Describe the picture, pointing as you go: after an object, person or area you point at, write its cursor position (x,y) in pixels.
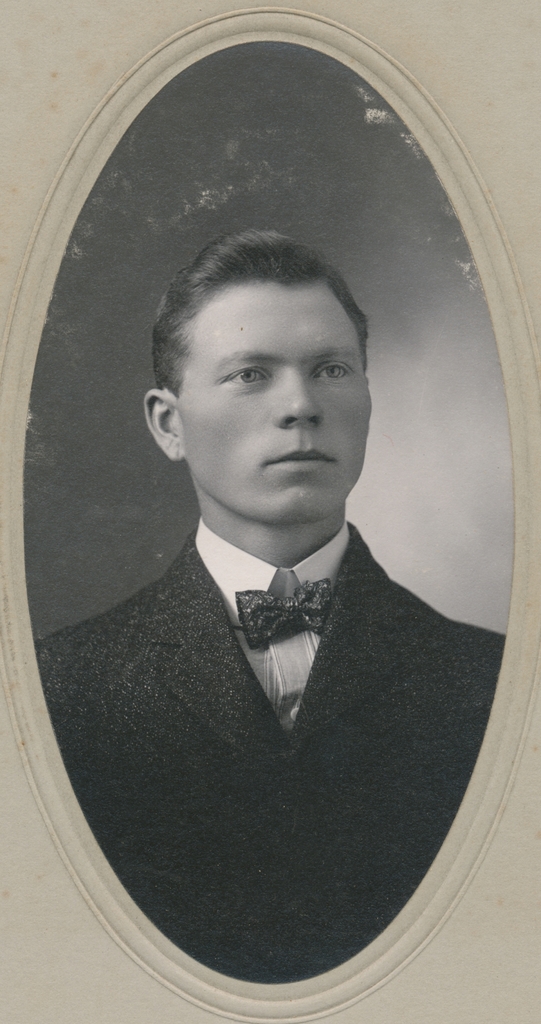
In this picture we can see a frame (280,27) and in this frame (356,973) we can see a man (363,587) wearing a blazer (214,666), bow tie (242,625).
